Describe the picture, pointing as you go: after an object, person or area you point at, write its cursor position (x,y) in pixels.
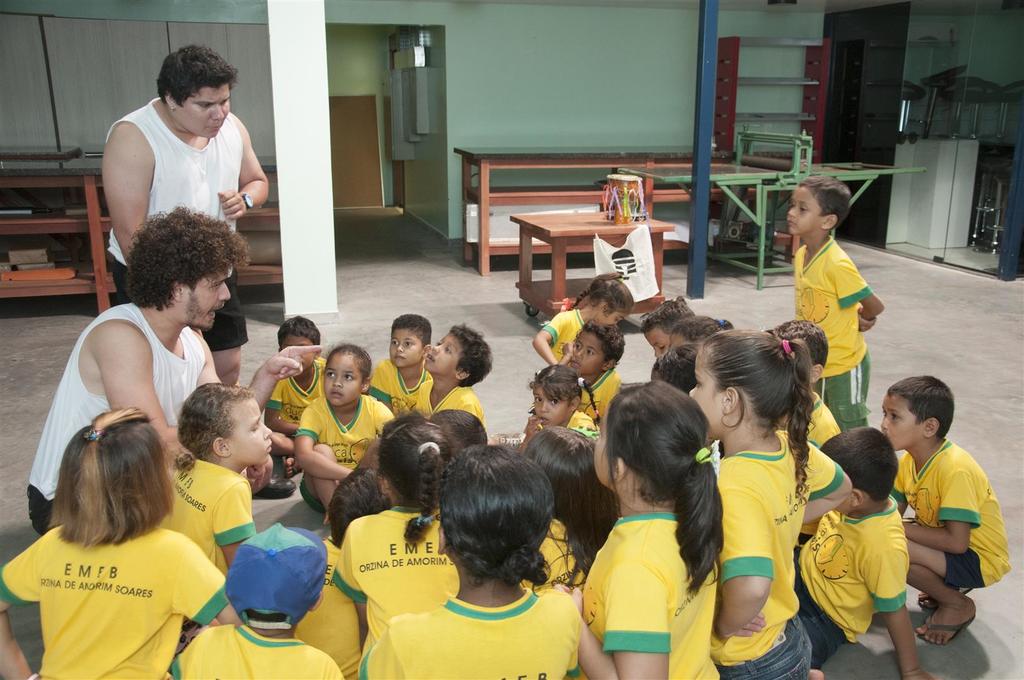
In this image I can see two men (224,367) and group of children (370,460). These children (411,473) are wearing yellow color t-shirts (436,551) and men (160,386) are wearing white color tank tops (157,371). In the background (563,217) I can see wooden tables (550,214) and other objects (617,213) on the floor (356,223). Here I can see a white color pillar (294,184).
